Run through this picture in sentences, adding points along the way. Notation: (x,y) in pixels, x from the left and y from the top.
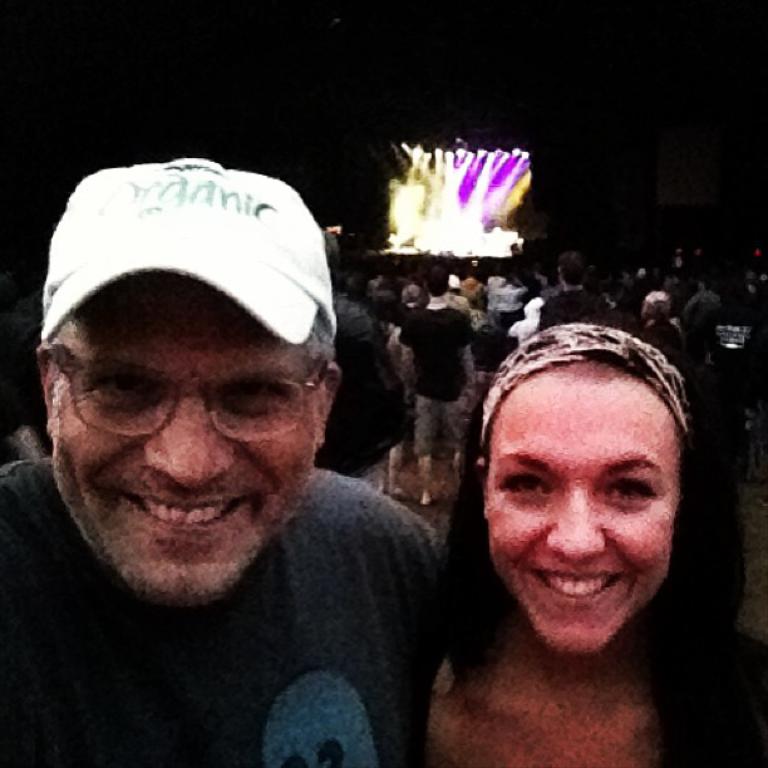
This picture describes about group of people (480,435), in the foreground (321,502) we can see a man (422,594) and woman (553,561), they both are smiling, in the background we can see lights (417,151).
